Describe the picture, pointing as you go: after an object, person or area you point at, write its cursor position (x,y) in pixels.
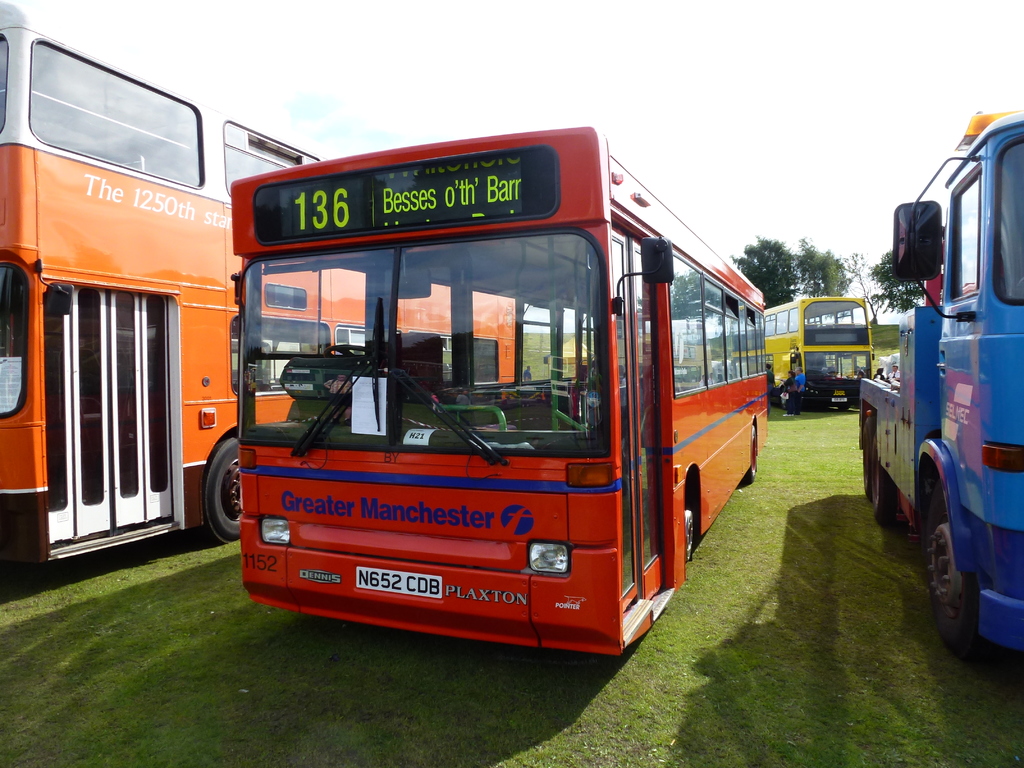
In this image, we can see buses (435,389) and some people (769,401) standing. In the background (861,265), there are trees (831,274).
